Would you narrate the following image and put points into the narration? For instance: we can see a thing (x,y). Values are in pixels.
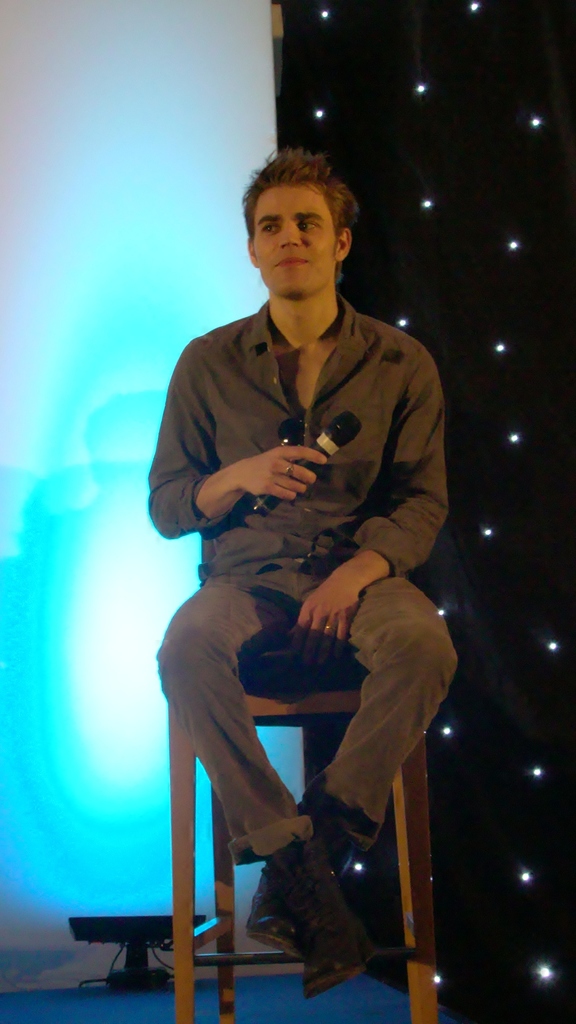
In this image we can see a man (334,588) sitting on the seating stool (324,713) and holding a mic (321,449) in the hands (296,472). In the background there are decor lights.
